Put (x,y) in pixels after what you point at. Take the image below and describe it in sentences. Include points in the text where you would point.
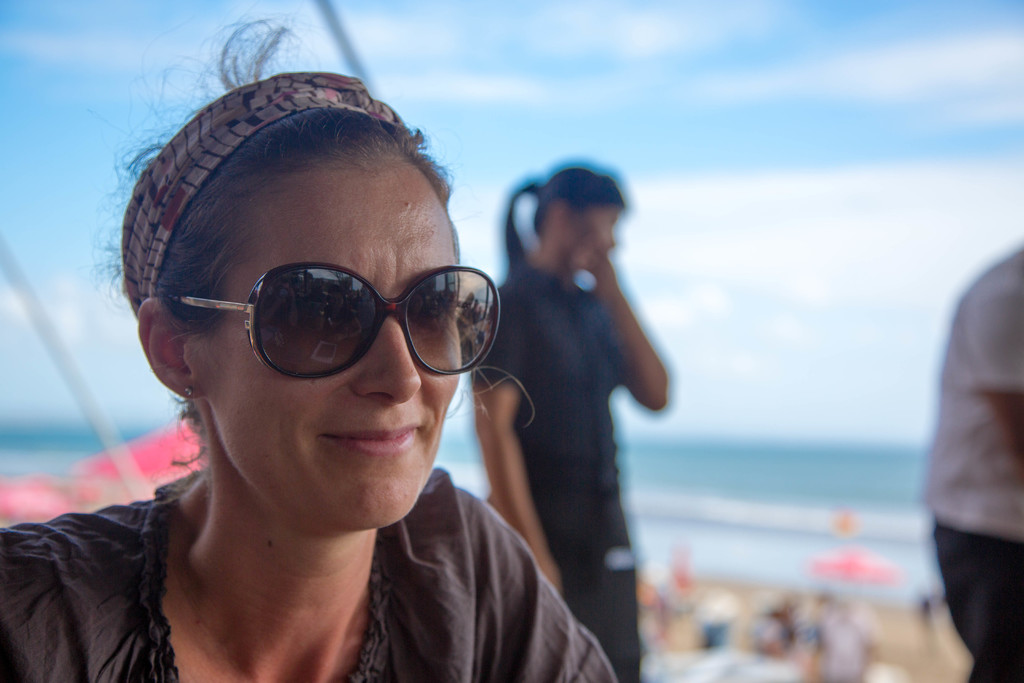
In this image on the left side (235,245) we can see a woman (231,309) and she has goggles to her eyes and a cloth (220,115) on her head (337,197). In the background (486,199) the image is blur but we can see few persons (547,372), objects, water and clouds (700,385) in the sky (632,113).
